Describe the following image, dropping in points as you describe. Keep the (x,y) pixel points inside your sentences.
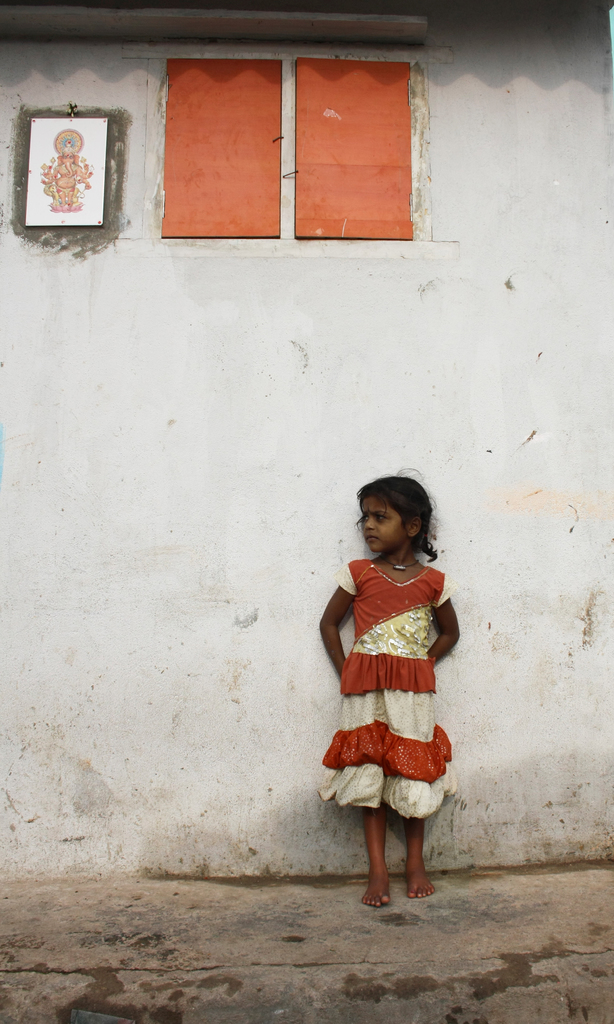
In this image we can see a girl (380,732) standing and leaning to the wall (183,322), there is picture (80,194) and red color objects (320,146) attached to the wall (402,280).
